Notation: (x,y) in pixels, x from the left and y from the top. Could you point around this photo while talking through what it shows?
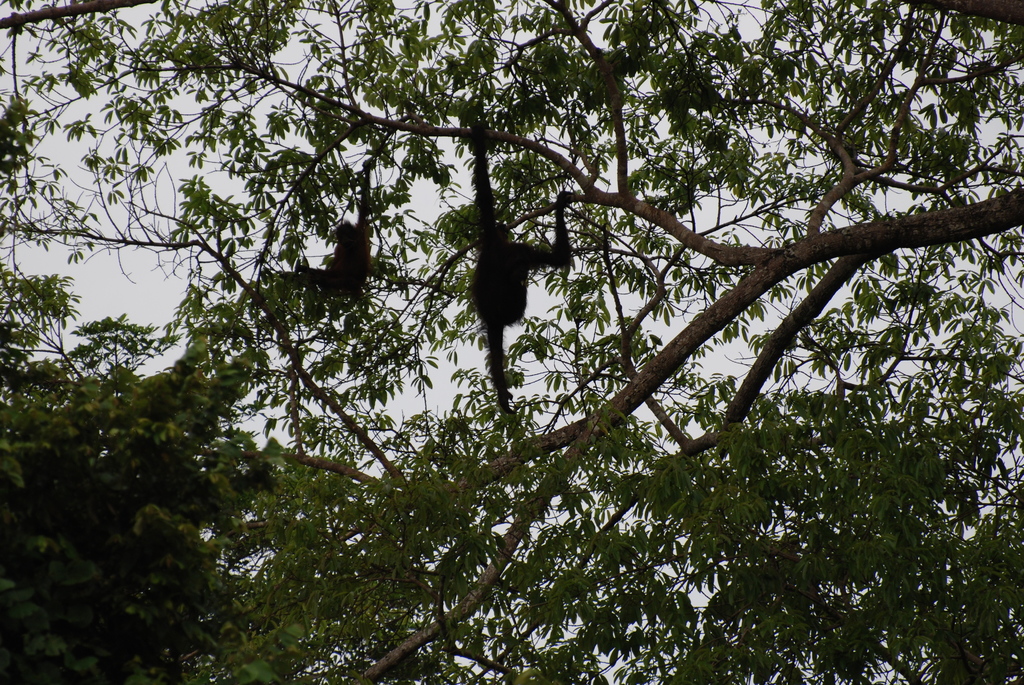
In the center of the image (350,250) there are two monkeys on the tree (428,127).
